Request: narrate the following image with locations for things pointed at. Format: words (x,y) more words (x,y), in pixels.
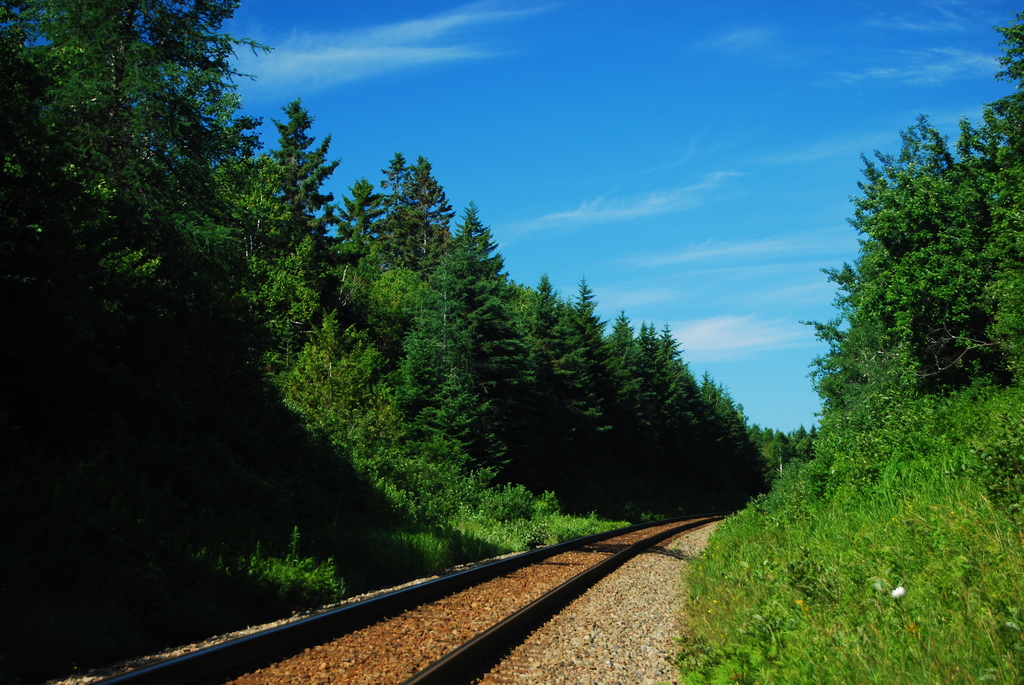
In this picture we can see a railway track (596,565), grass (729,592), plants (795,624), and trees (30,124). In the background (774,238) there is sky (667,235).
